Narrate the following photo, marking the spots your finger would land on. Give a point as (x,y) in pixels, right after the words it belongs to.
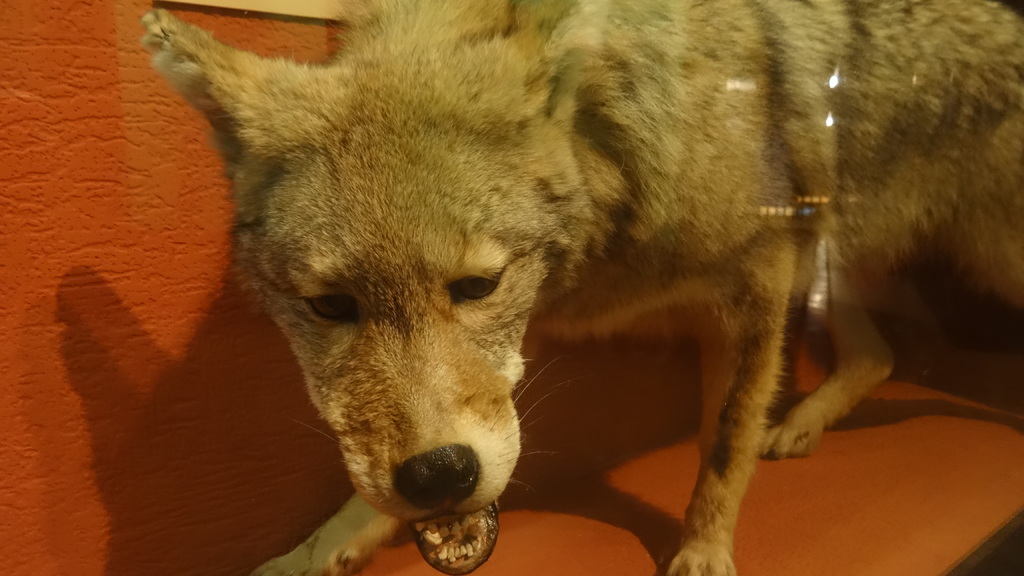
As we can see in the image there is orange color wall (166,290) and table (905,445). On table (886,442) there is a dog (544,112).
